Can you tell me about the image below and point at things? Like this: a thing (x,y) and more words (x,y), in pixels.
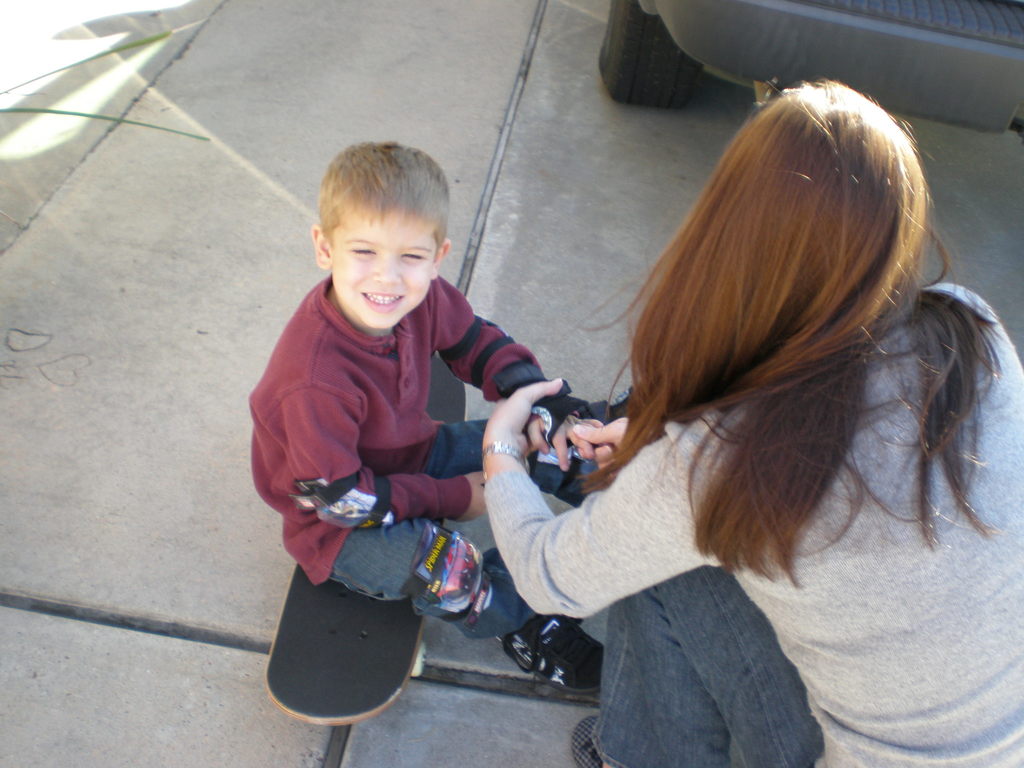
In this image there is one woman (645,438) and one boy (458,506) and boy (458,506) is sitting on a skateboard (357,613) and he is wearing knee caps (453,592) and shoes (571,639), and at the bottom (251,702) there is a walkway (380,110). In the background (965,26) there is a vehicle (883,24).
